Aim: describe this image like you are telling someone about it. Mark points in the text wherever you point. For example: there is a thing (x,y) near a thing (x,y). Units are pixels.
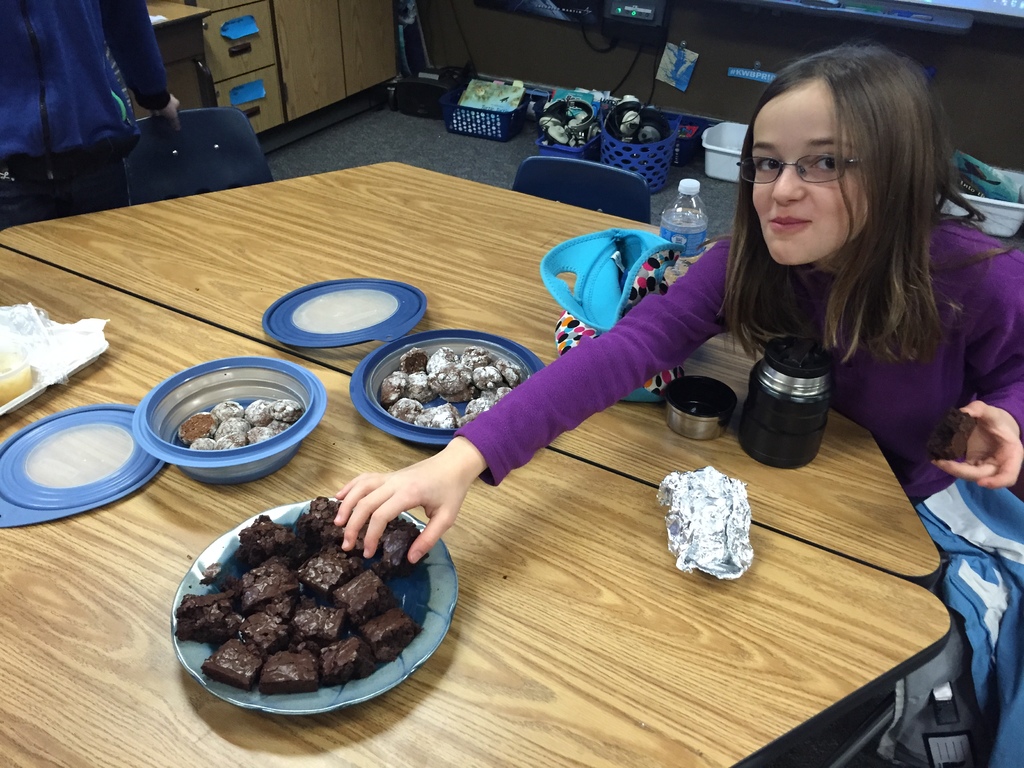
In this image I can see two tables (369,262) and on these tables (5,276) I can see two boxes (280,393), two plates (174,625), a bag (572,317), a bottle (696,246), a jar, an aluminium foil (686,486), a glass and different types of food (481,380). On the right side of the image (765,258) I can see a girl (716,286) and I can see she is holding food (953,430). I can also see she is wearing a specs (810,184) and purple colour dress (628,364). In the background (652,165) I can see number of blue colour baskets (545,137), few white colour containers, few drawers (269,68) and few other stuffs (440,73). I can also see one person (92,3) and a chair (209,139) on the top left side (12,68).
